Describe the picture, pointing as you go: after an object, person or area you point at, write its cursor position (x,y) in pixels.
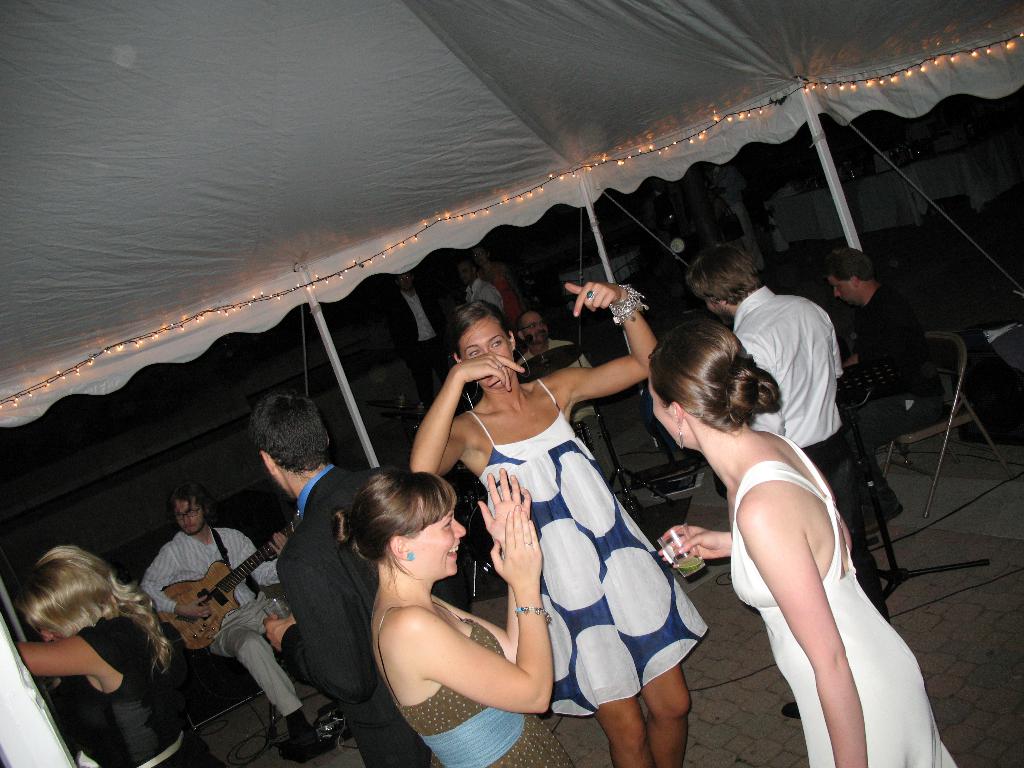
These persons (236,634) are playing musical instruments (543,360). Front this persons (630,641) are standing and dancing. This is tent (455,127). Far this persons (717,177) are standing.
